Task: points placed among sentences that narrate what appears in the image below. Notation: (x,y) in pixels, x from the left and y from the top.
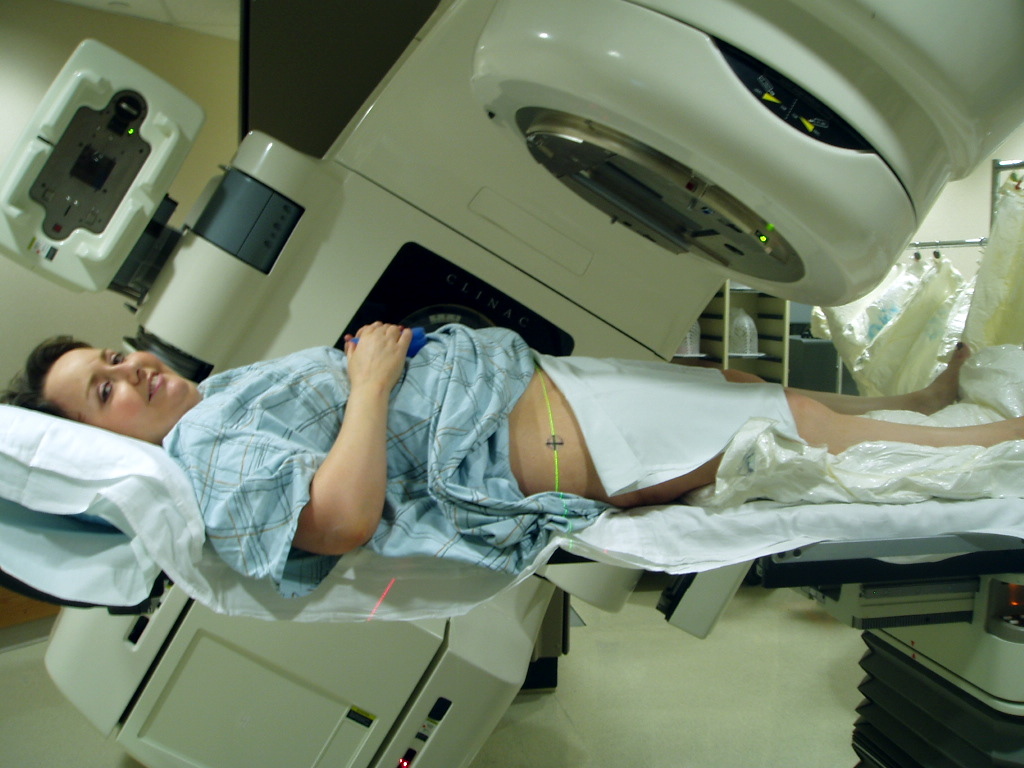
In the center of the image (624,475) we can see one woman (502,466) lying on the bed (603,524). And we can see she is smiling, which we can see on her face (181,394). On the bed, we can see one pillow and blanket (632,525). In the background (208,260) there is a wall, racks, plastic papers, machines (505,206) and a few other objects (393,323).
